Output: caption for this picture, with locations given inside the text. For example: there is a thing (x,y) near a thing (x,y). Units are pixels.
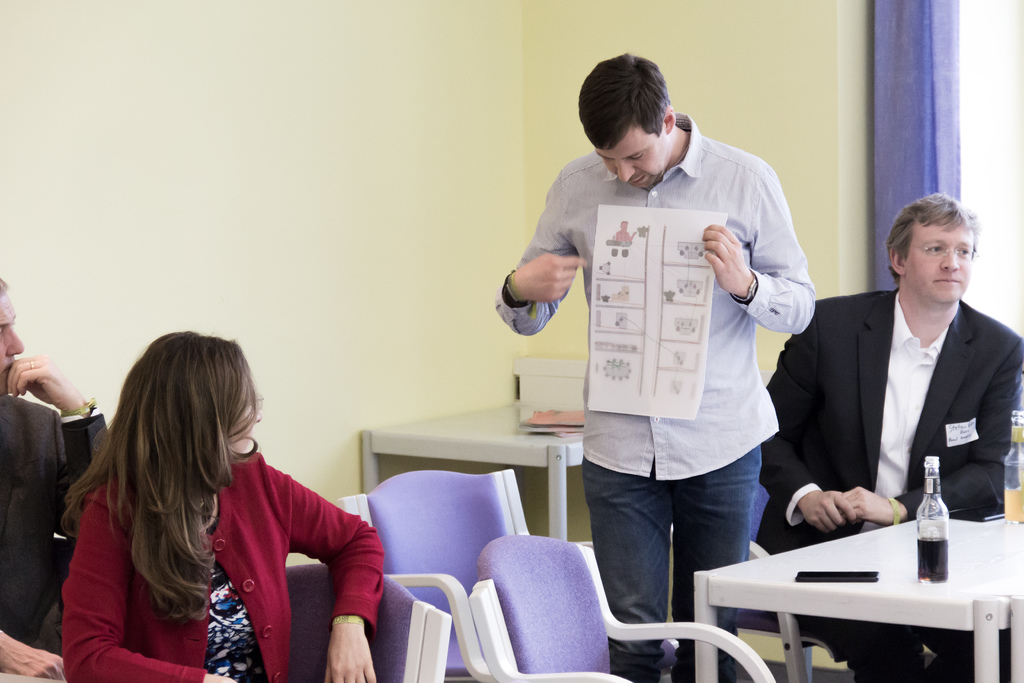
In this image, There are four persons (236,540) wearing colorful clothes (702,488). These two persons (246,485) are sitting in a chair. There is a table (905,595) in front of this person (891,406). This table (980,534) contains mobile (865,575) and bottles (937,493). This person (714,198) is holding a paper (671,309) with his hands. This person (193,447) is looking at this paper (611,294). There is an another table (480,441) and wall (491,214) behind this person (709,168).
